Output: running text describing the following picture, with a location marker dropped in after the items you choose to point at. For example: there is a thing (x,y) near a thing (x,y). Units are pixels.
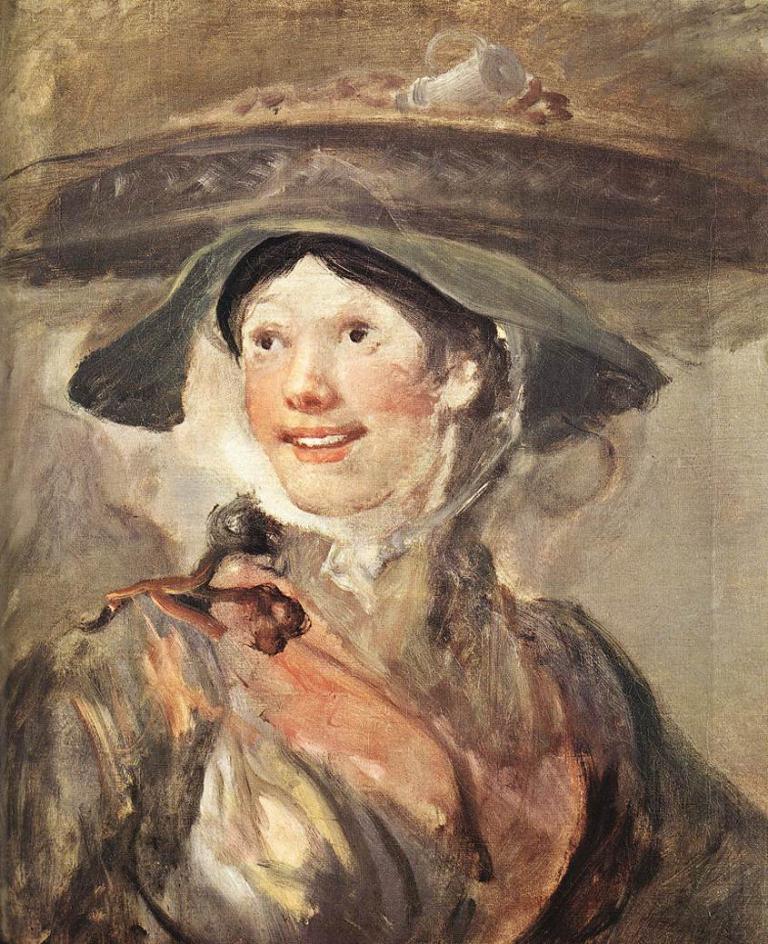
In this image, we can see a painting (566,646) of a woman (530,438).
